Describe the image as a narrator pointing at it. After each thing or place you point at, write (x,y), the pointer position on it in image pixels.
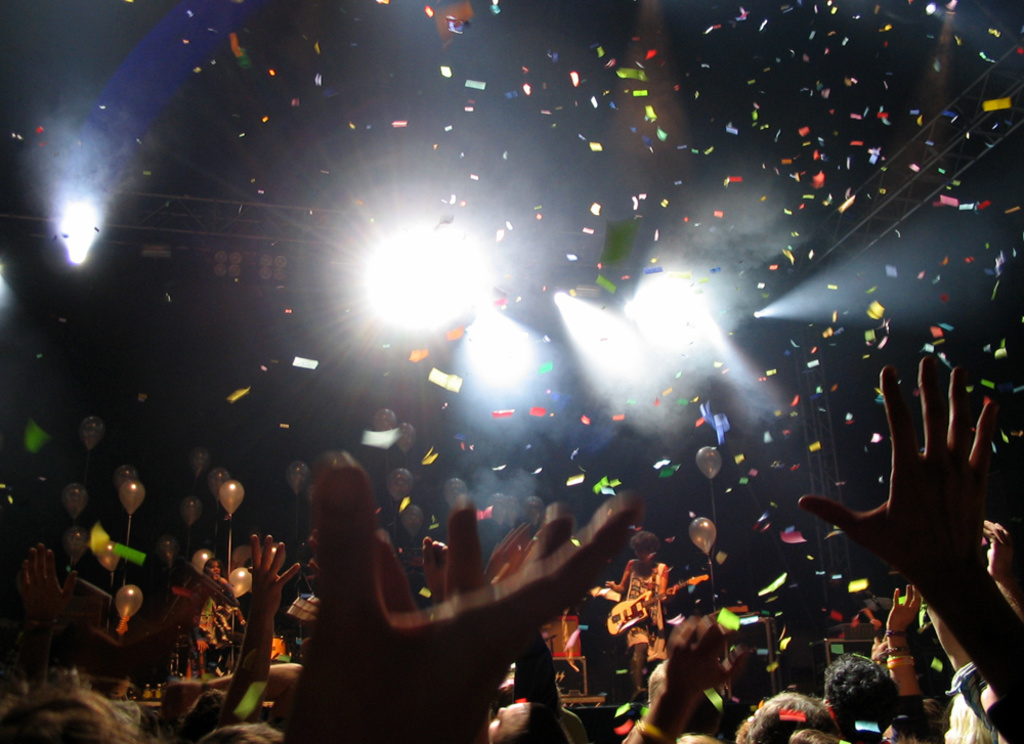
In this image I can see the group of people (494,611) standing. These people (316,665) are wearing the different color dresses (660,654). I can see one person (642,657) is holding the musical instrument (633,611). The person (640,670) is on the stage (581,650). In the back (492,316) I can see some lights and color papers (100,542) in the air. I can also see few balloons (211,551) in the air.
